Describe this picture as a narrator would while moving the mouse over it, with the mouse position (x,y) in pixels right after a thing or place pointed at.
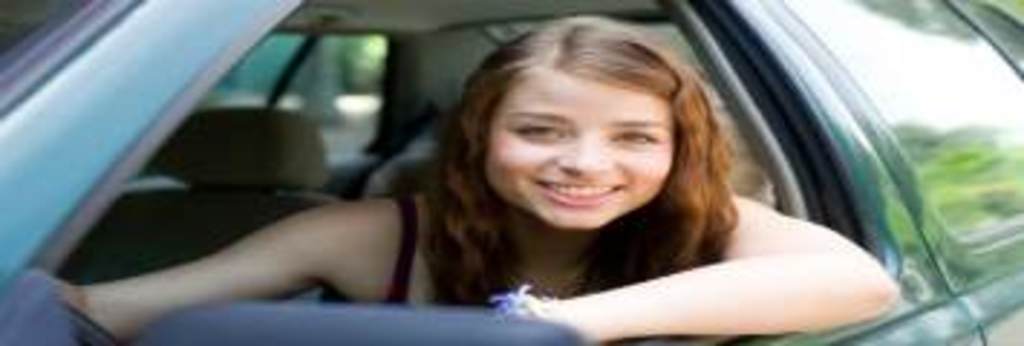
In this picture there is a woman (572,196) sitting on a car (222,95), the car (52,144) is in blue color. Background of the women (499,187) there is a seat (270,171) in the car (260,167).
